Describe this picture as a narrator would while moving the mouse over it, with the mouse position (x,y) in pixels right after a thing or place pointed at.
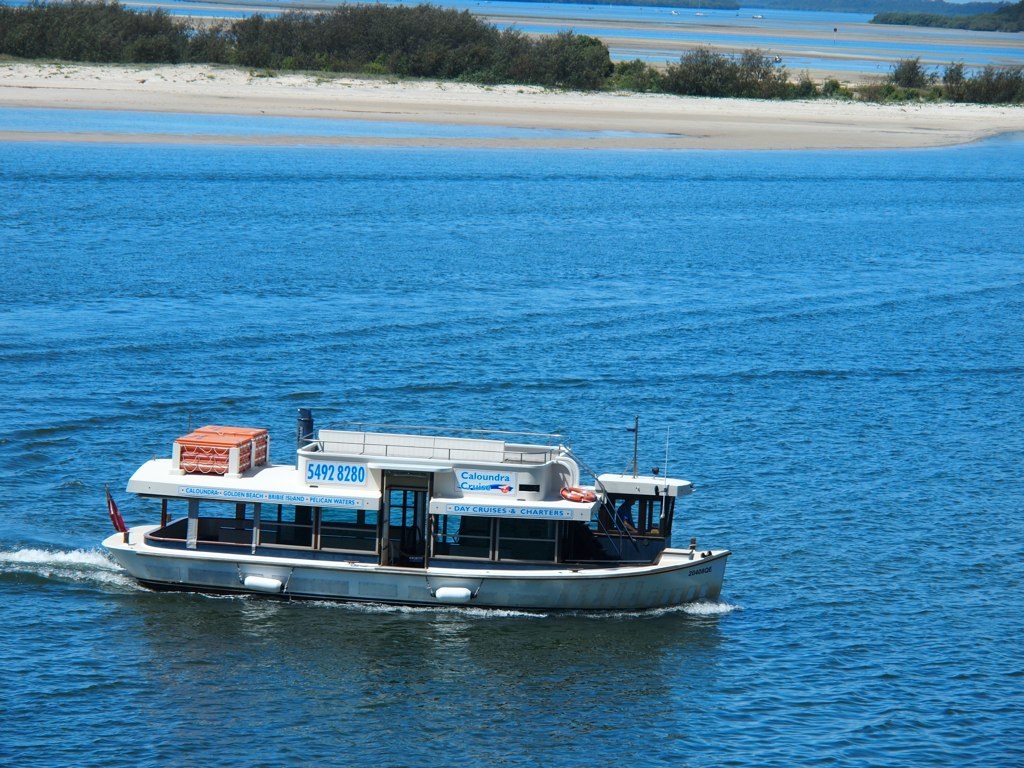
In this picture there is a boat (647,495) on the water (751,480) and there is text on the boat (432,543) and there might be a person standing in the boat (600,596). At the back (681,76) there are trees (529,76). At the bottom (127,746) there is water (541,136) and sand (283,79).
